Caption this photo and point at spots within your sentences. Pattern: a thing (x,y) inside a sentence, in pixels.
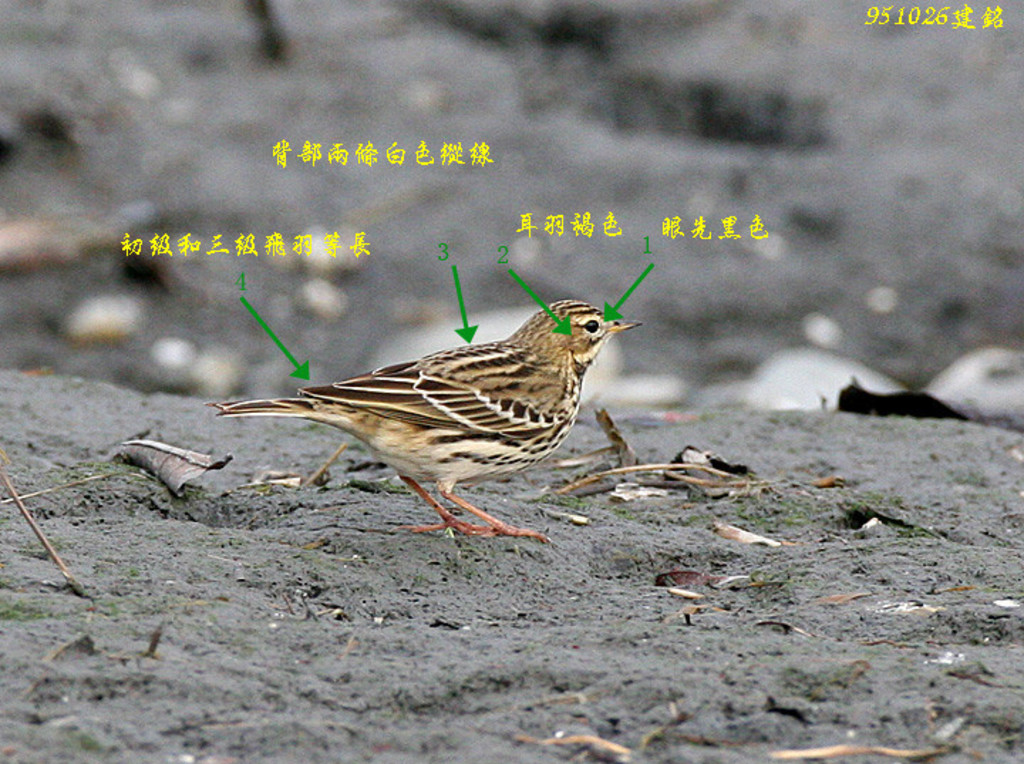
In this picture we can see a bird (547,381) in the front (478,484), there is a leaf (155,453) at the bottom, we can see a blurry background (838,97), there is some text (552,215) in the middle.
